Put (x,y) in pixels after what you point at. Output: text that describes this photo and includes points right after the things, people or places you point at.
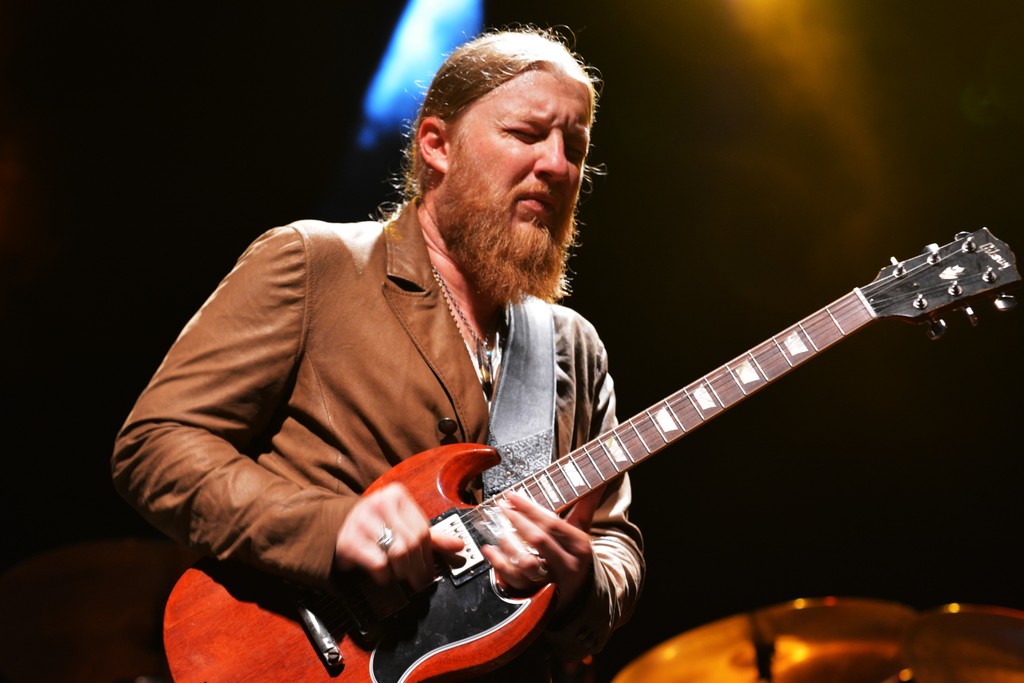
In this picture a man (301,449) is playing a guitar (450,514) in a musical concert, the background (747,285) is black in color.
